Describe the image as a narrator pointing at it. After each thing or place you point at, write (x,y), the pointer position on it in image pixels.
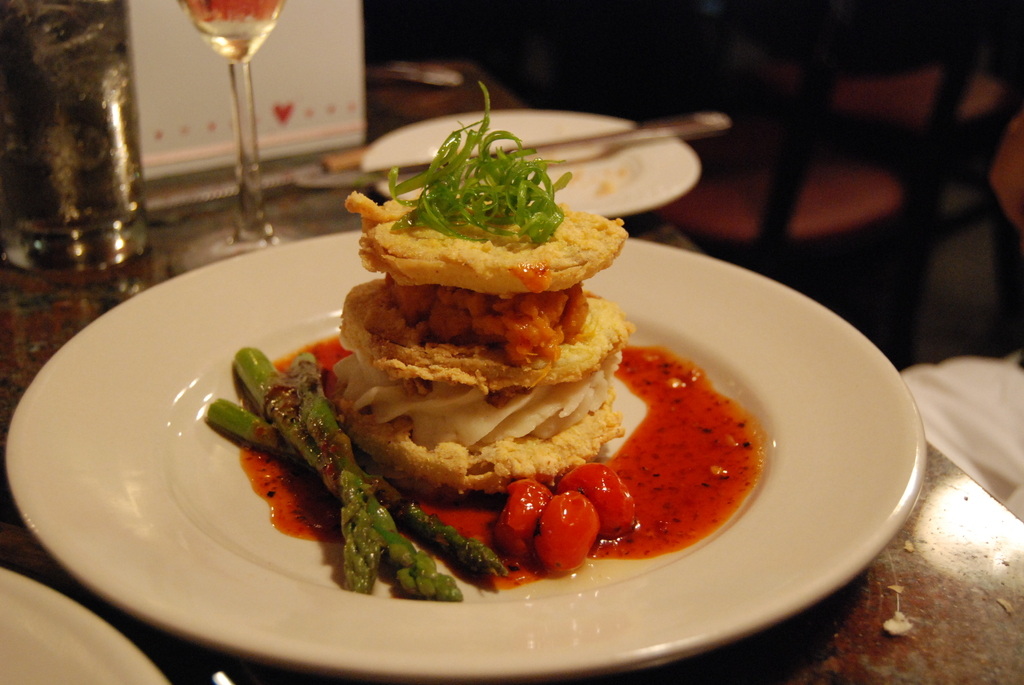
In this image I can see a brown colored table (953,618) on which I can see 3 white colored plates (782,304) and on the plate (806,402) I can see a food item (587,382) which is brown, green and red in color and on the table (269,217) I can see a wine glass (241,206), a water glass (22,39) and few other objects (361,122). In the background (911,131) I can see few chairs (948,93) which are black and brown in color.
